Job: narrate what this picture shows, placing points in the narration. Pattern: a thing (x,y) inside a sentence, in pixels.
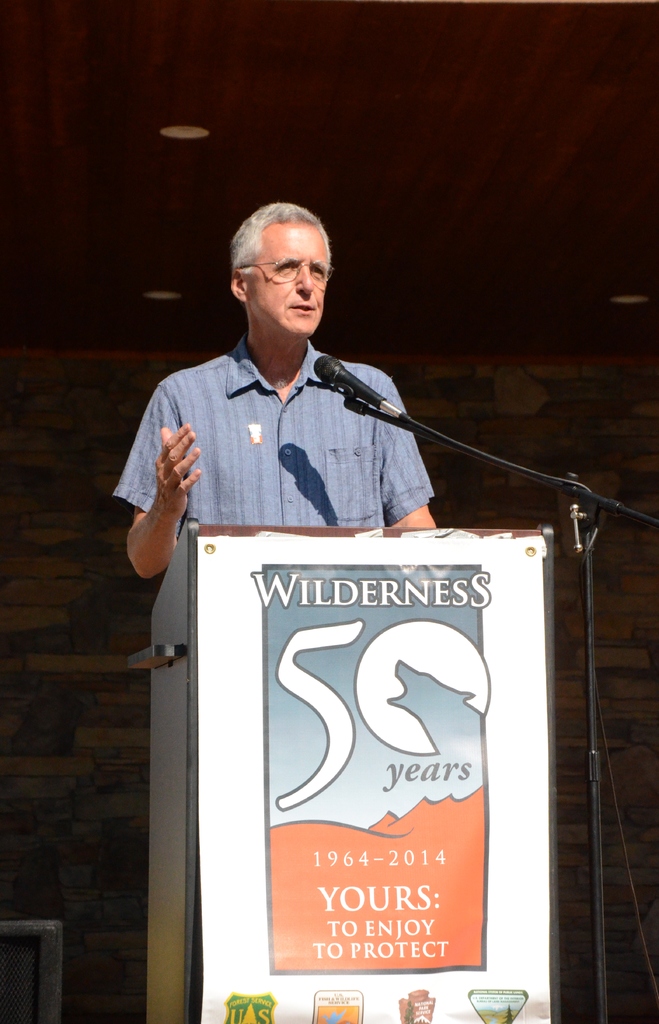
In the center of this picture (341,394) we can see a person (290,436) wearing shirt (306,488), standing behind the podium (167,697) and seems to be talking and we can see a microphone (375,402) is attached to the metal stand (599,887) and we can see the text (401,889), numbers (386,669) and some pictures (322,1014) on the poster (259,557) attached to the podium (518,586). In the background (531,43) we can see the roof (507,169), ceiling lights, wall (73,612) and some other objects (62,924).
